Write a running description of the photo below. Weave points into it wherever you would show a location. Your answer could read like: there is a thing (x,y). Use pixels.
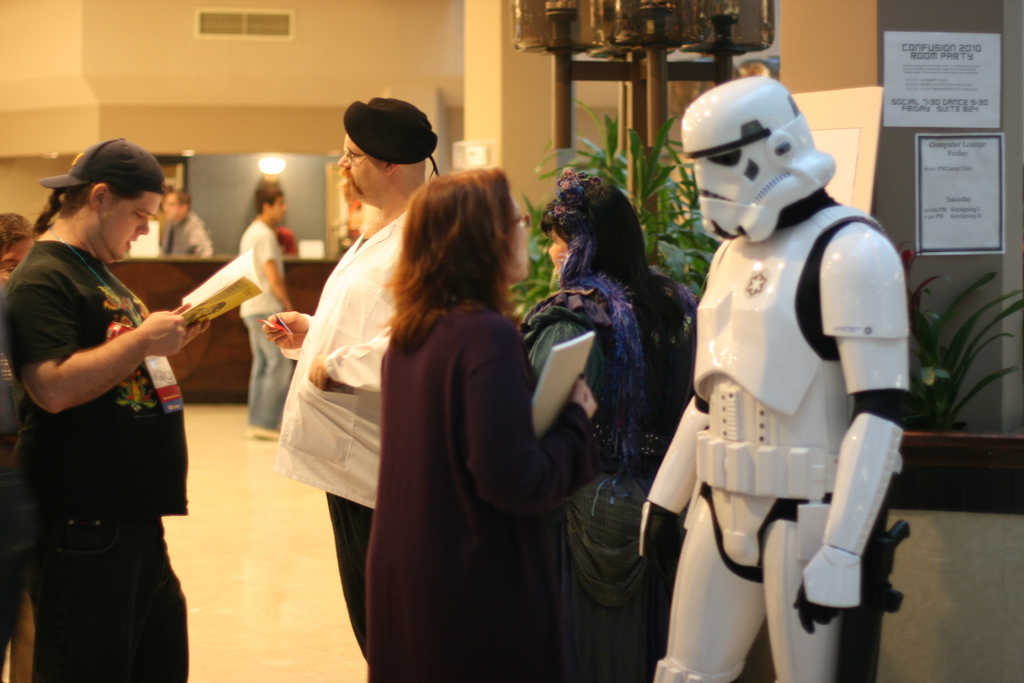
On the right side of the image (731,288) there is a robot (727,414). Beside the robot (727,414) there are a few people (427,572) standing on the floor (285,593). In the background of the image (941,404) there are plants (928,399). There are posters (935,170) attached to the wall (886,24). In front of the wall (971,7) there is some object (651,94). There is a table (184,353). Behind the table (192,282) there are people (287,229). There is a light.
